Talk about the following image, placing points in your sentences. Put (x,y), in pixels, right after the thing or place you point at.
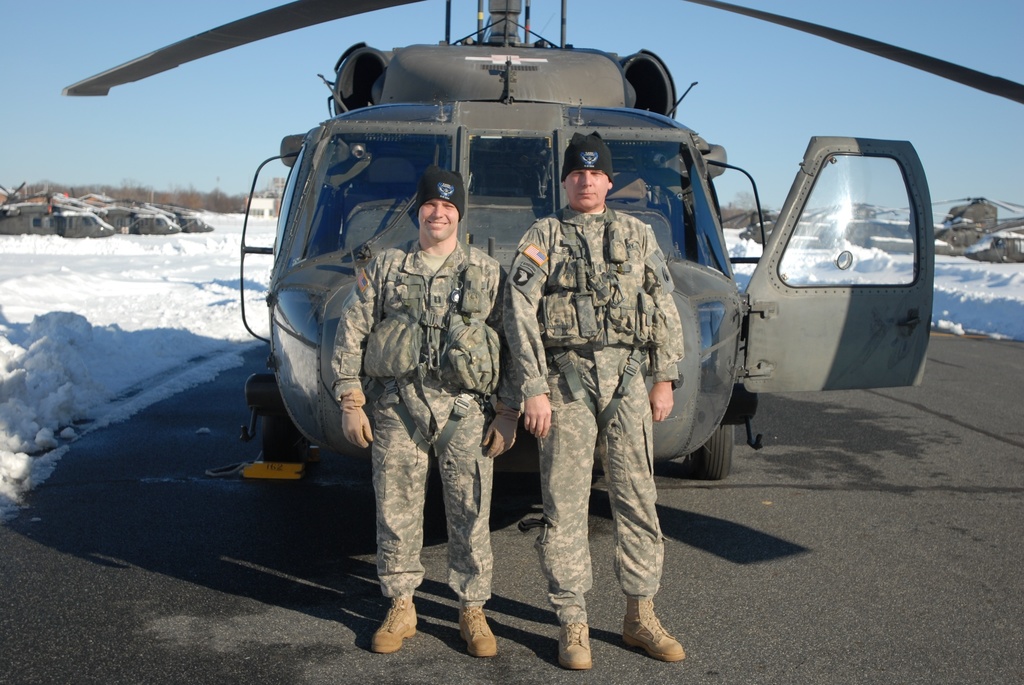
In the foreground of this image (437,468), there are two men (625,485) standing on the road (507,627) in front of a helicopter (503,63). On either side, there is snow (961,307) and few helicopters (93,201). In the background (200,185), there are trees (224,206) and the sky (213,93).
